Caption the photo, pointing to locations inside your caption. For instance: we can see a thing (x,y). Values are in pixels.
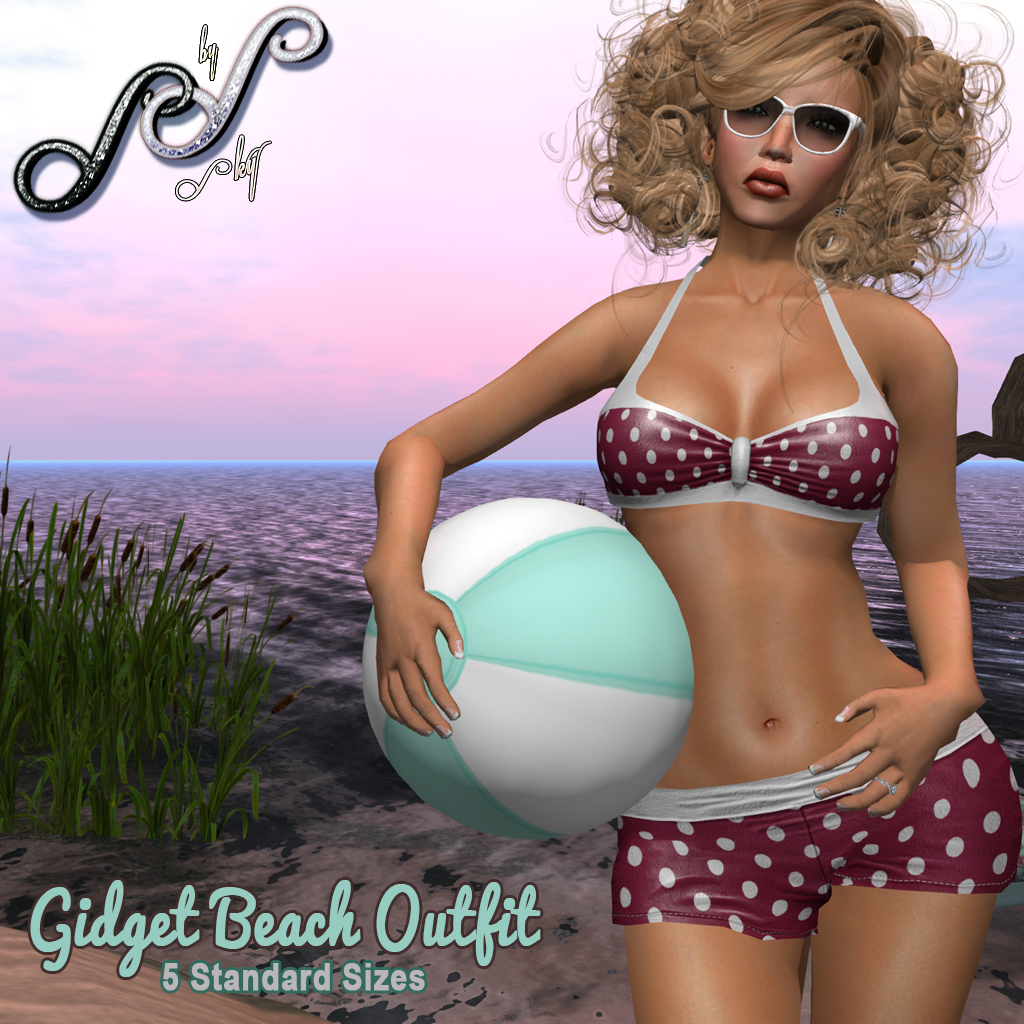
In this image we can see a cartoon picture of a lady (735,548) holding a ball (654,693), there we can see a ocean (273,521), sand (339,766), few plants (143,680), the sky (298,445) and some text (428,928) on the image.
